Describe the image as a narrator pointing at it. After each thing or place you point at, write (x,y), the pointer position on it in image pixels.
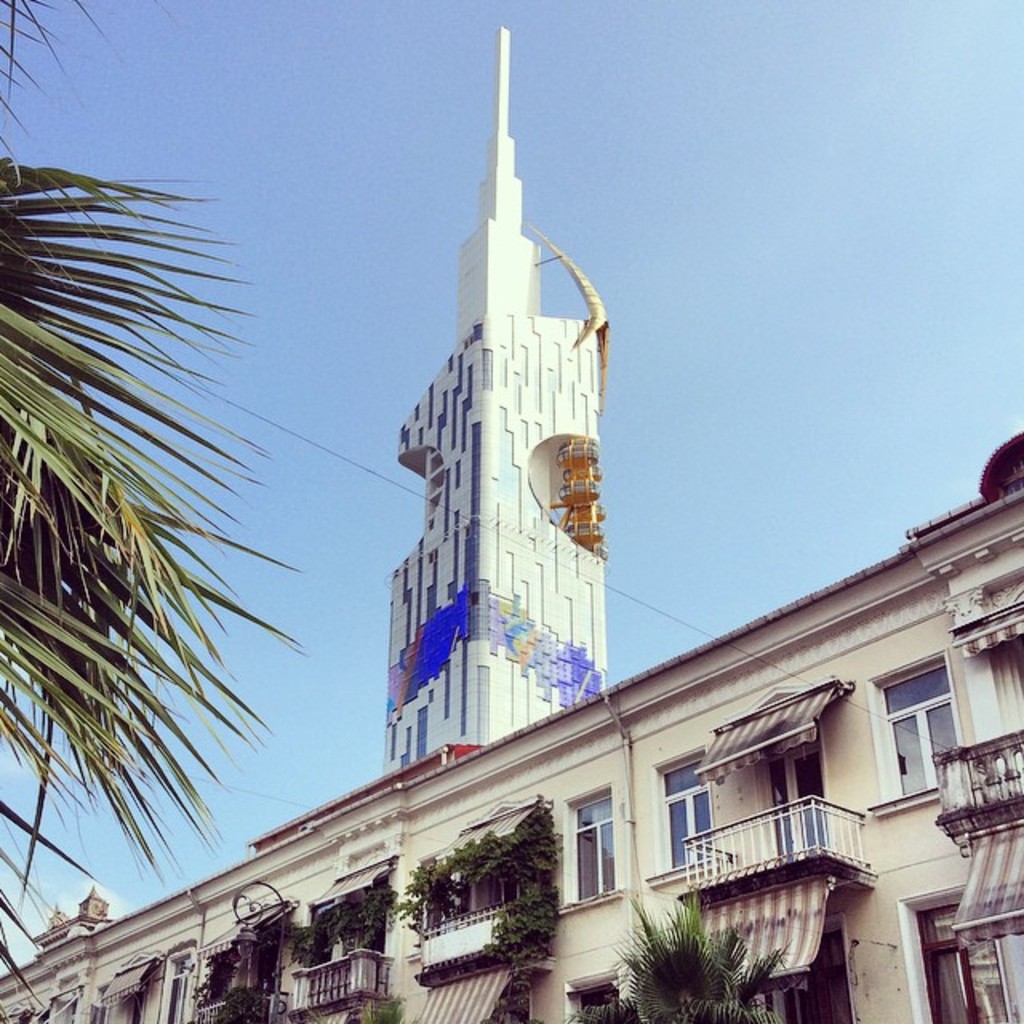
In the image there is a building (735,854) with walls (575,974), glass windows (672,849), roofs (399,774), balconies (709,899) and pillars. On the left side of the image (60,383) there are tree leaves (57,708). In the background (797,219) there is sky (757,571).
